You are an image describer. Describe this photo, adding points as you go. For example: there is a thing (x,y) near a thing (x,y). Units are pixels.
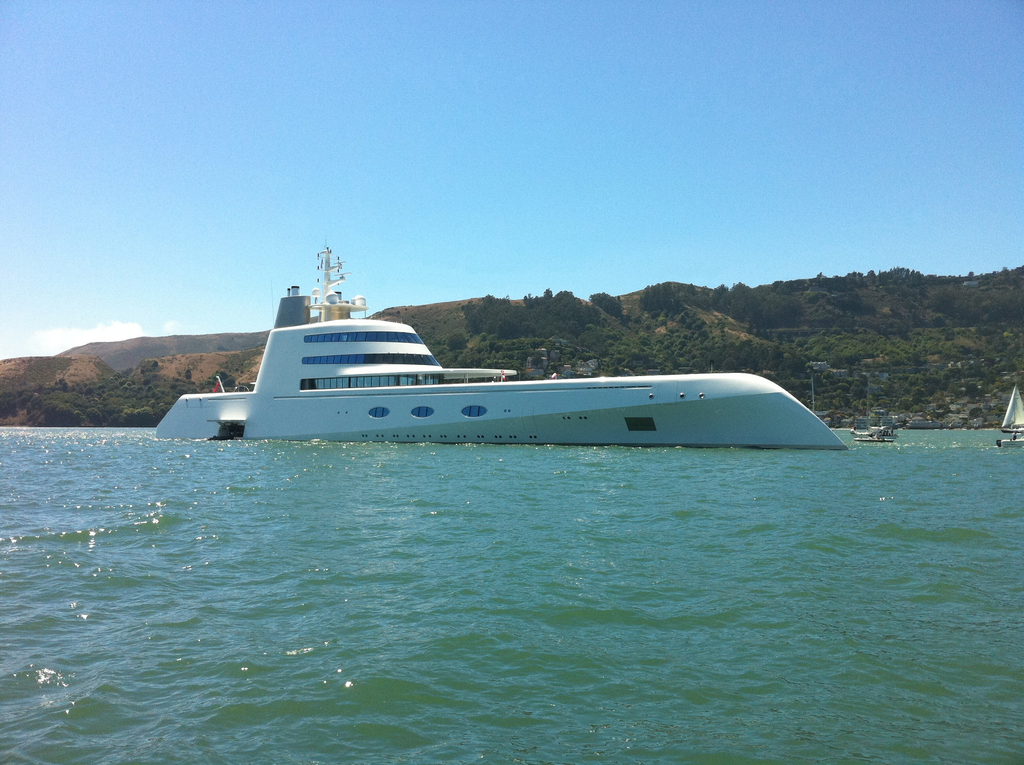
In this image, we can see a ship (451,370) floating on the water (520,452). There is hill (622,295) in the middle of the image (635,339). There is a sky (465,69) at the top of the image (433,72).
